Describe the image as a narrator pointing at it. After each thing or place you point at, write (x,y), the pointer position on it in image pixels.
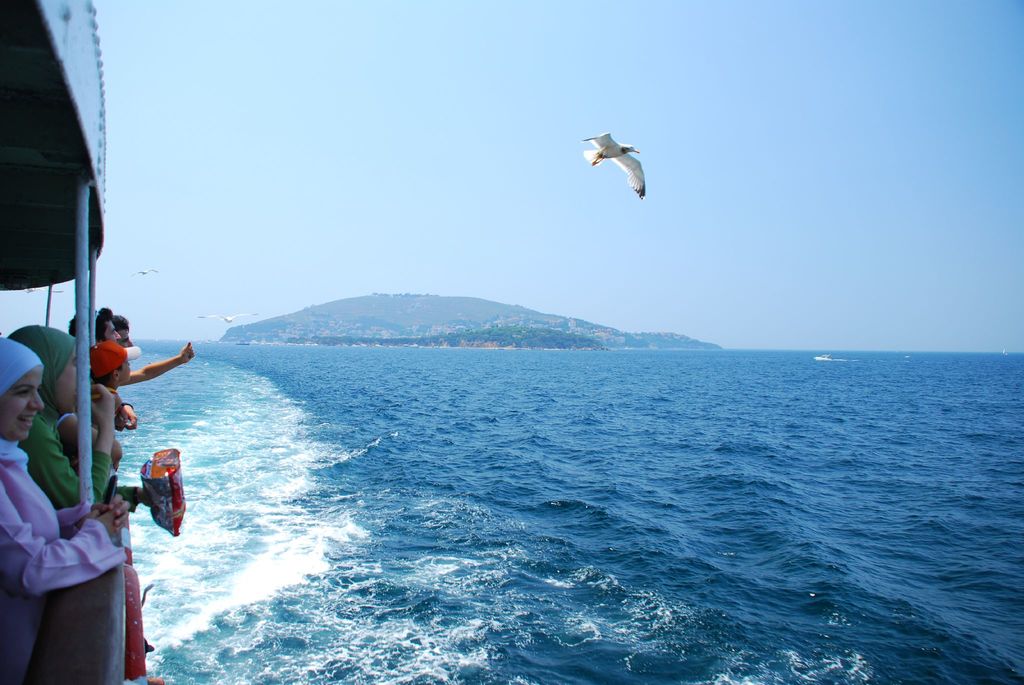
In this image on the left side (88,454) there is a ship (127,528) sailing on the water (485,519) with the persons (66,436) on it. In the background (528,413) there is an ocean (577,398) and there are birds (627,163) flying in the sky (392,293) and there are mountains (468,301).
